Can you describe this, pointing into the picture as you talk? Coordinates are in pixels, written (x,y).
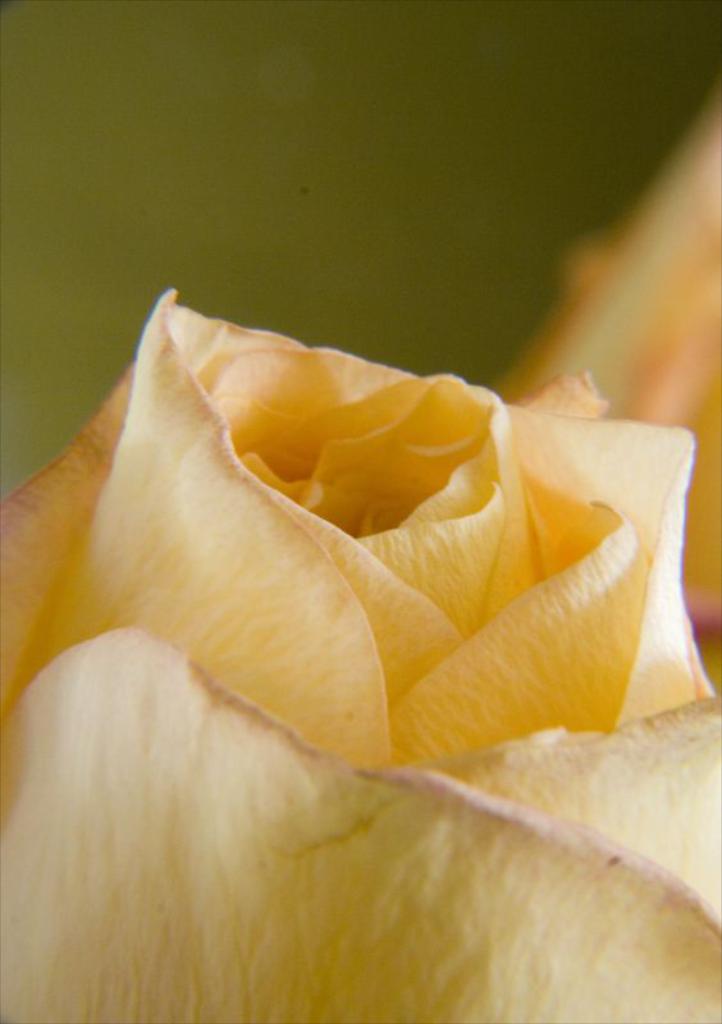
In the foreground of this picture (238,630) we can see a yellow color flower (349,483). In the background (331,291) we can see some other objects (691,280).
